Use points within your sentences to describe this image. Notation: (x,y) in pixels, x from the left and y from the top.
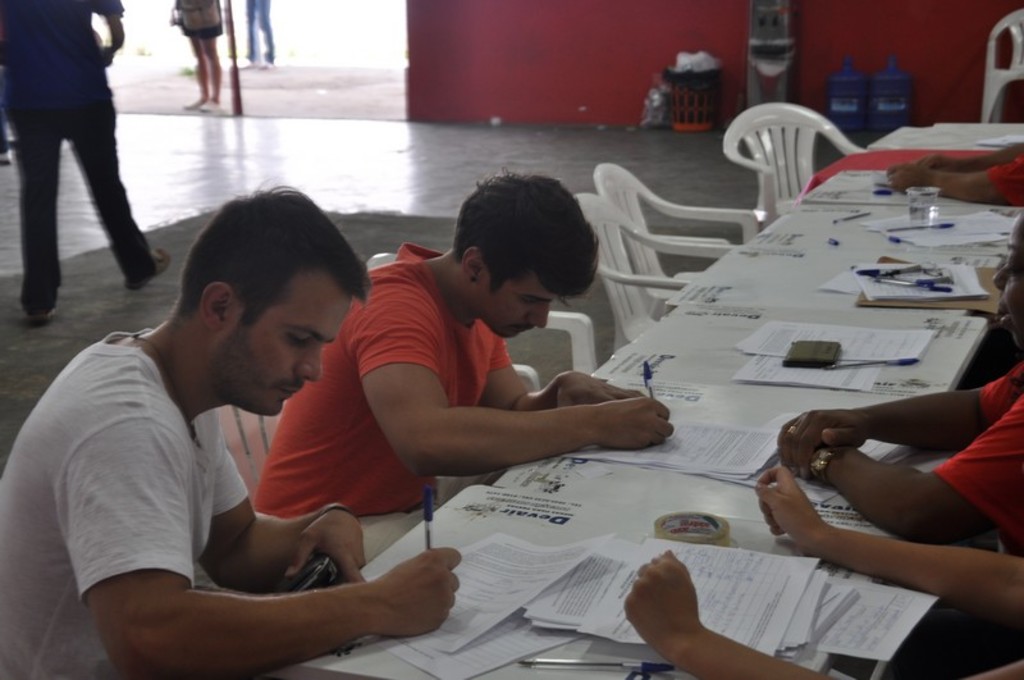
In the image there is a table (783,240) with papers (876,349), pens (883,362) and also there is a plaster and glass (926,213) with water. There are few people (412,396) sitting and also there are few white color empty chairs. In the background (77,102) there are few people (85,90) standing and in front of the wall (663,48) there is a dustbin (700,87), filter (765,17) and water bottles (865,84) on the ground (113,278).
